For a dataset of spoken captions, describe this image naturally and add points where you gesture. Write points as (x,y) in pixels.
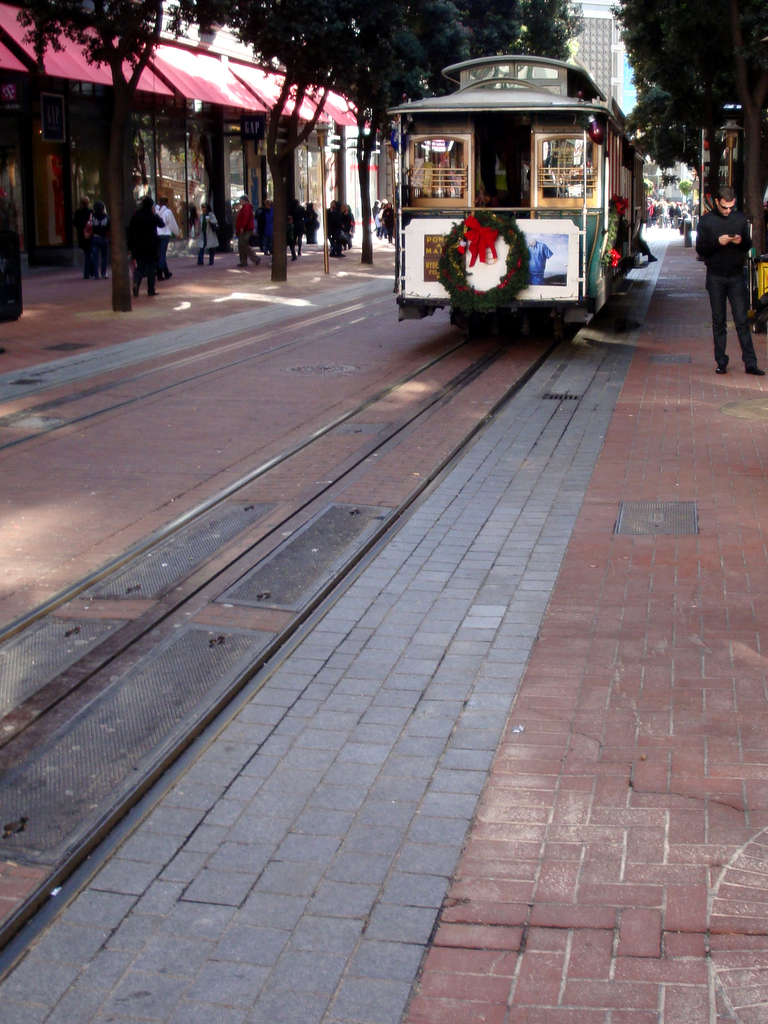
In this image I can see train (599,172) on a railway track (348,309). Here I can see people (156,257) are standing. In the background (260,181) I can see trees (348,12) and buildings (260,204).
